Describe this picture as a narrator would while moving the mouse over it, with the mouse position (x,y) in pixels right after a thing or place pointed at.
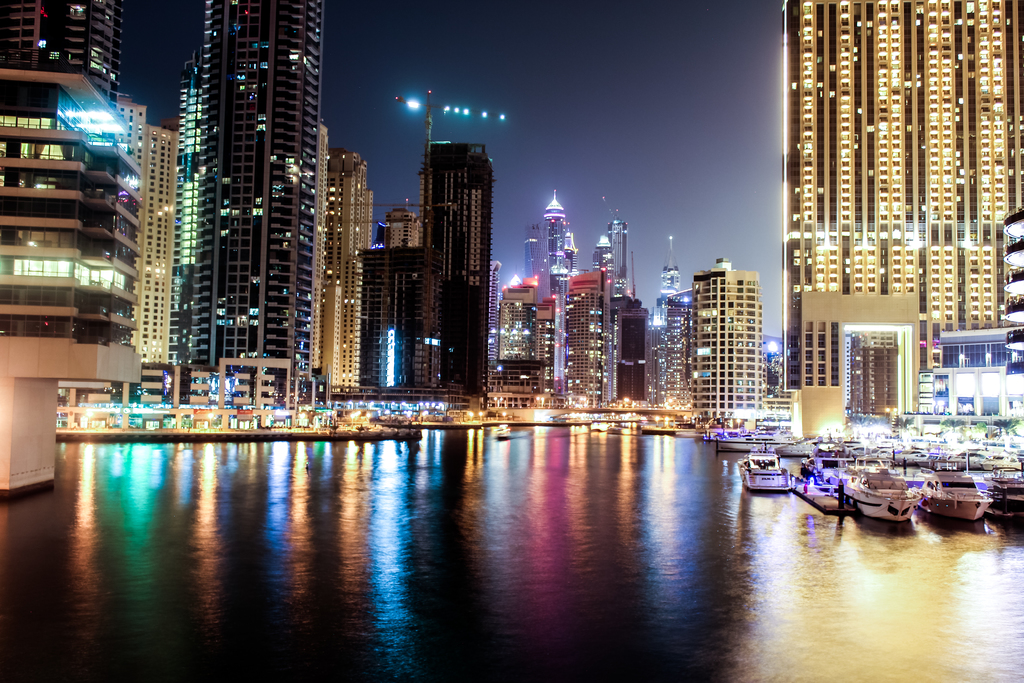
In the foreground of the picture (416,532) there is a water body (776,631). On the right (921,485) there are boats (913,463), buildings (885,317) and lights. In the center of the picture (541,297) there are buildings (326,235), lights (360,418), boards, bridge (547,415) and other objects (429,118). On the left (310,197) there are buildings (89,274).
